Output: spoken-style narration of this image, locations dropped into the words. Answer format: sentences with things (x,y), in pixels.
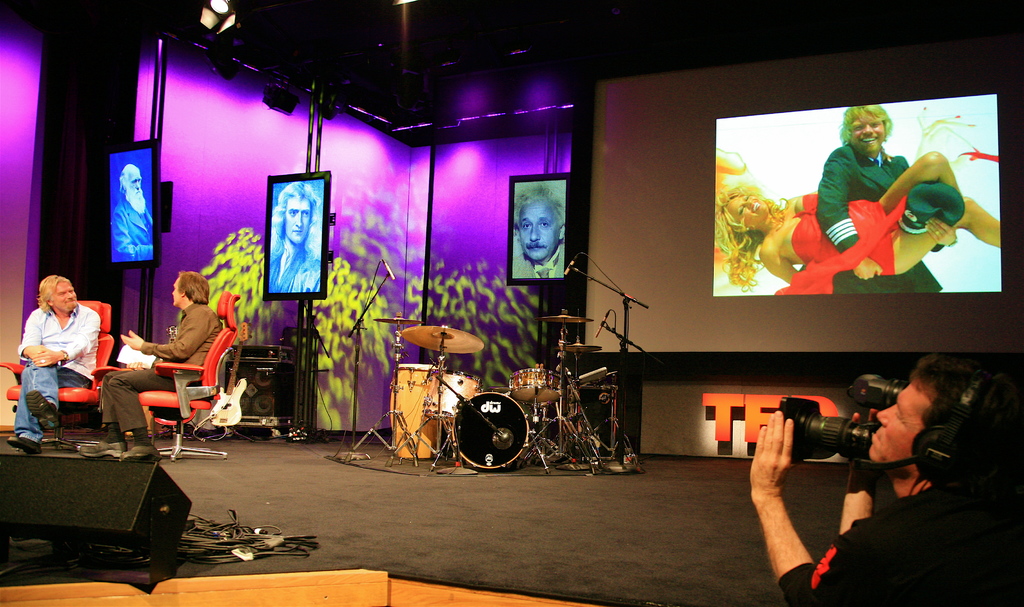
In this picture I can observe two members (68,336) sitting on the chairs (82,399) on the left side (34,347). On the right side (893,431) I can observe a person (873,472) holding a video camera (841,417). In the middle of the picture (539,370) I can observe drums (546,392). On the right side (851,278) I can observe screen (668,149).
